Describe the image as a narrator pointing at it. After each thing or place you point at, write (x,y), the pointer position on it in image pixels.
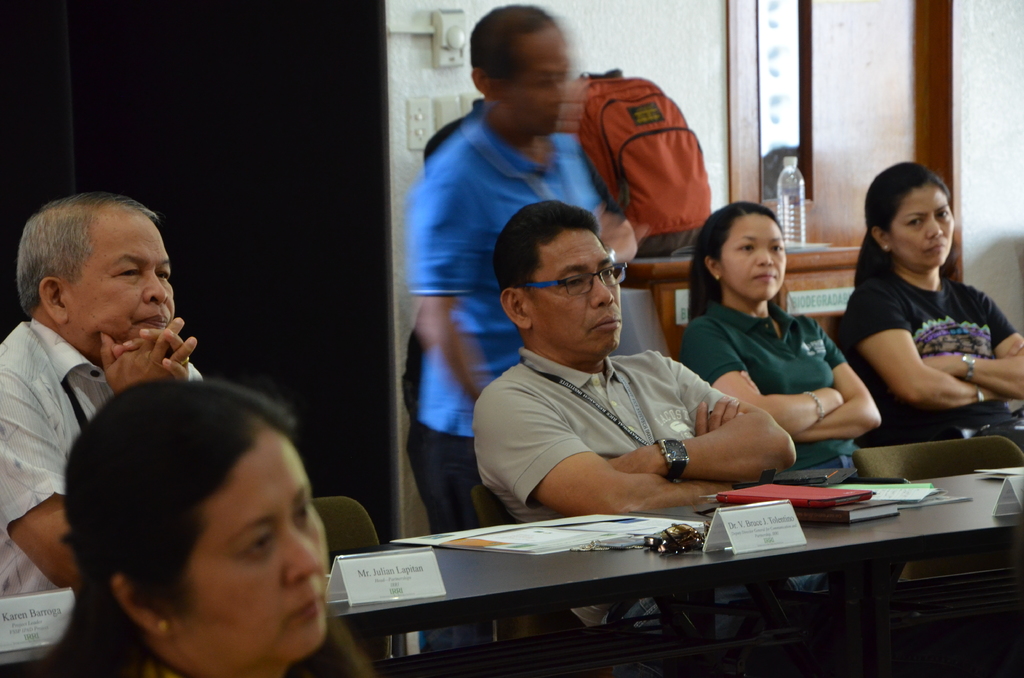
In this image I can see few people (140,410) are sitting on the chairs (355,537) in front of a table (548,562) and looking at the right side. On the table (443,551), I can see few name boards (409,588), papers (548,546), books (794,490) and some other objects (634,539). At the back of these people (261,418) there is a man (466,244) standing. Beside him there is a table (665,277) on which a bag (644,175) and a bottle (798,227) are placed. In the background (740,73) there is a door (805,64) to the wall (680,35).
